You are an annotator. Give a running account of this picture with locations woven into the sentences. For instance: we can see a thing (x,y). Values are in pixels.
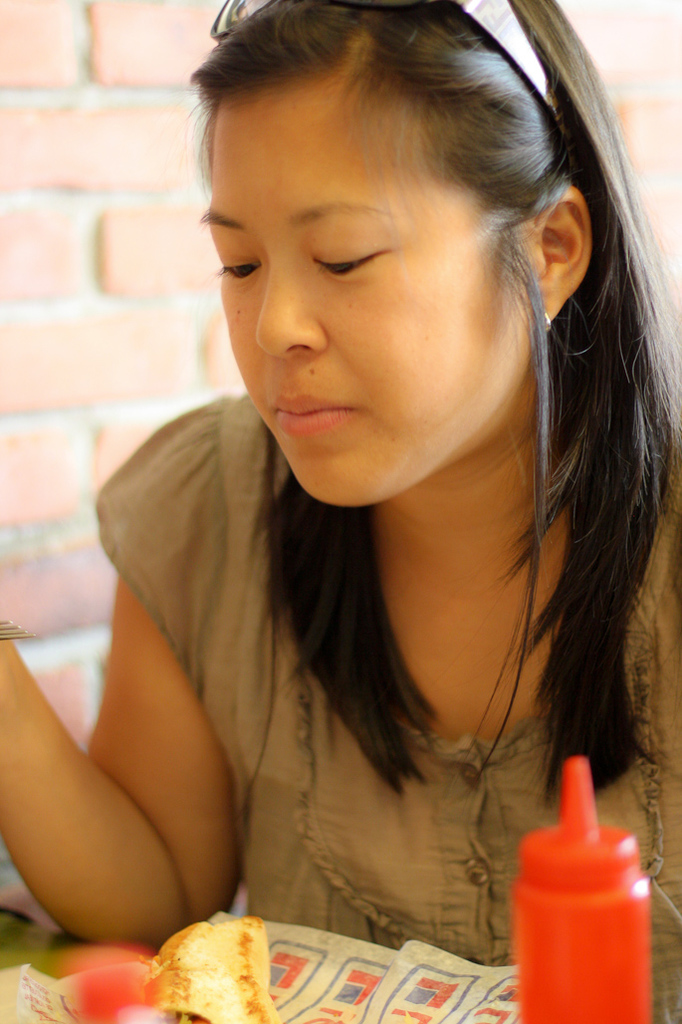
In this picture there is a woman (605,707) who is wearing spectacle (533,81), earring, grey dress (466,910) and holding a fork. At the bottom (227,992) I can see the bread (201,999), paper (431,1009), ketchup bottle (514,905) and other objects (72,965) on the table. In the back (135,388) I can see the brick wall (111,357).
